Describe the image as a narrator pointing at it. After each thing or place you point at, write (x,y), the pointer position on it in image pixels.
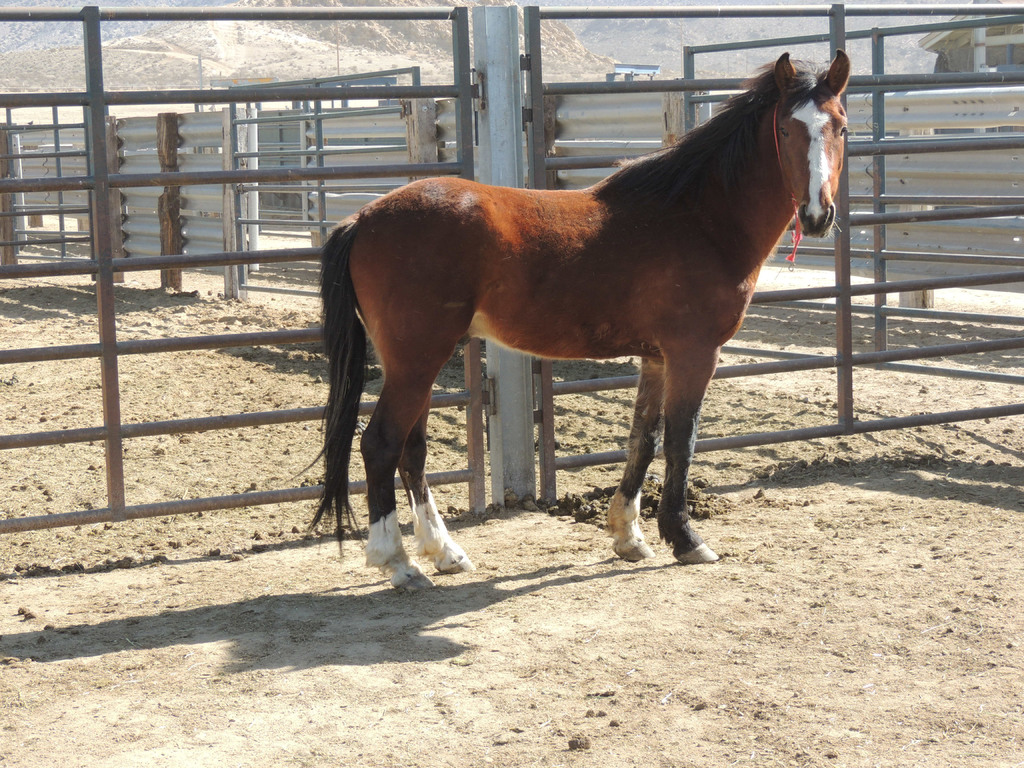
In this image I can see there is a brown color horse (403,406) in the middle (380,475) and there are iron grills (29,353) in the middle of an image (437,479). At the bottom (329,693) it is the sand (557,398).
